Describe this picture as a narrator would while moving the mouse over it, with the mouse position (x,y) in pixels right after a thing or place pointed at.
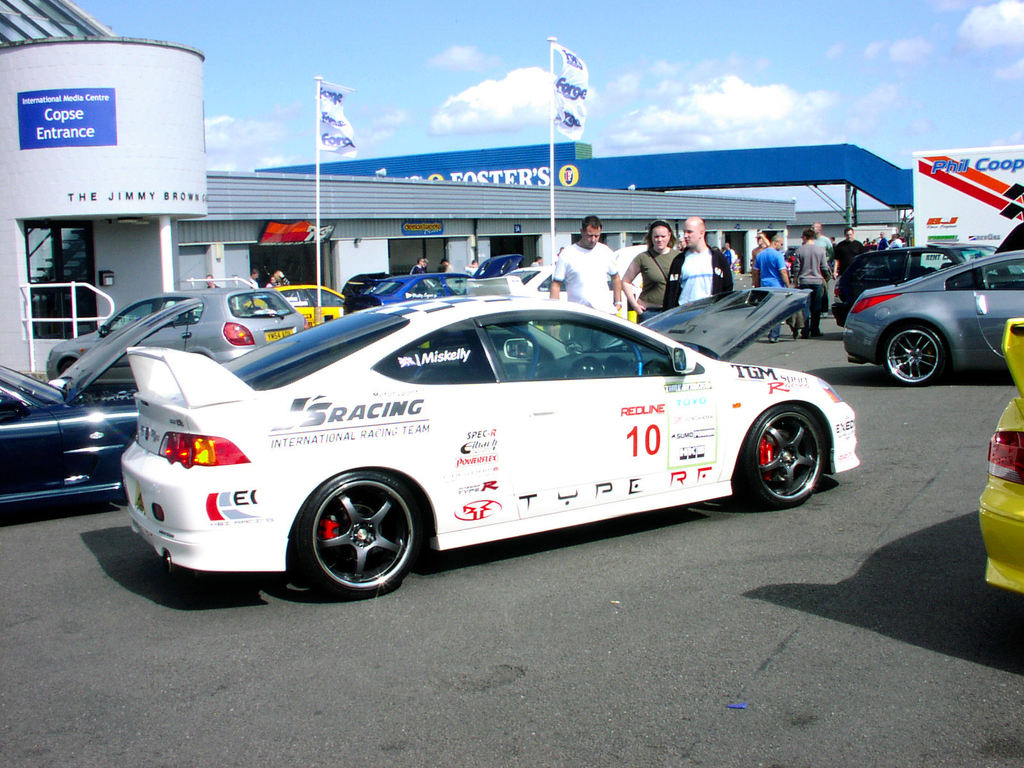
In this picture there are three persons (597,229) were standing near to the white car (634,412). On the right (862,279) there are three cars (917,311) are parked near to the banner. In the background (847,185) we can see the shed (654,204) and flags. On the left (213,296) we can see other vehicles (29,418) which is parked in front of the door (58,265). At the top (665,97) we can see sky (706,70) and clouds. On the bottom (456,719) there is a road (456,719).
